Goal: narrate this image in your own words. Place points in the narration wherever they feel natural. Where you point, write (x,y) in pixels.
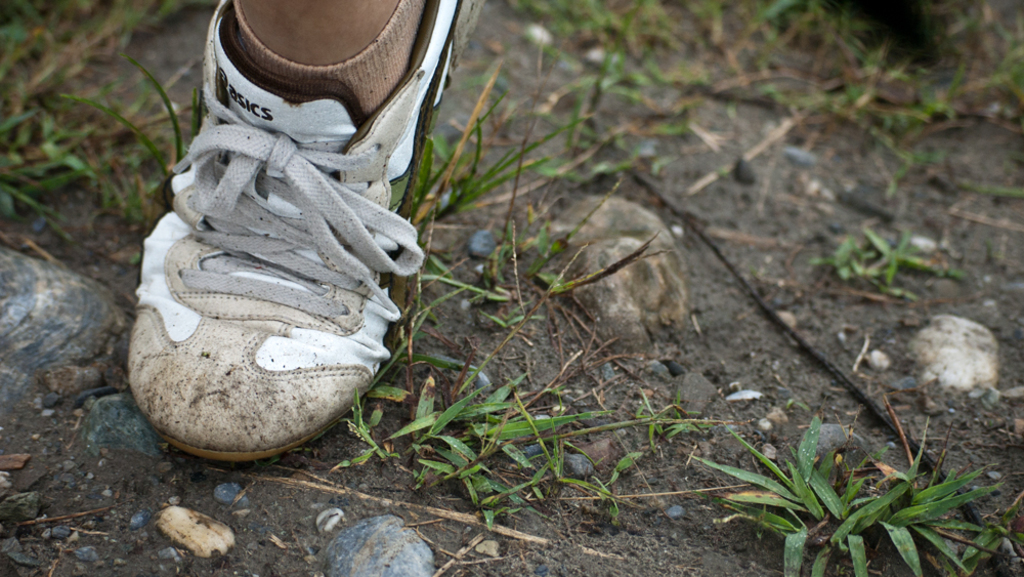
On the left side of this image (304,99) I can see a person's leg (310,37) wearing a white color shoe (373,200) and socks (389,50). Here I can see the grass (465,288) and few stones (623,344) on the ground (634,453).
